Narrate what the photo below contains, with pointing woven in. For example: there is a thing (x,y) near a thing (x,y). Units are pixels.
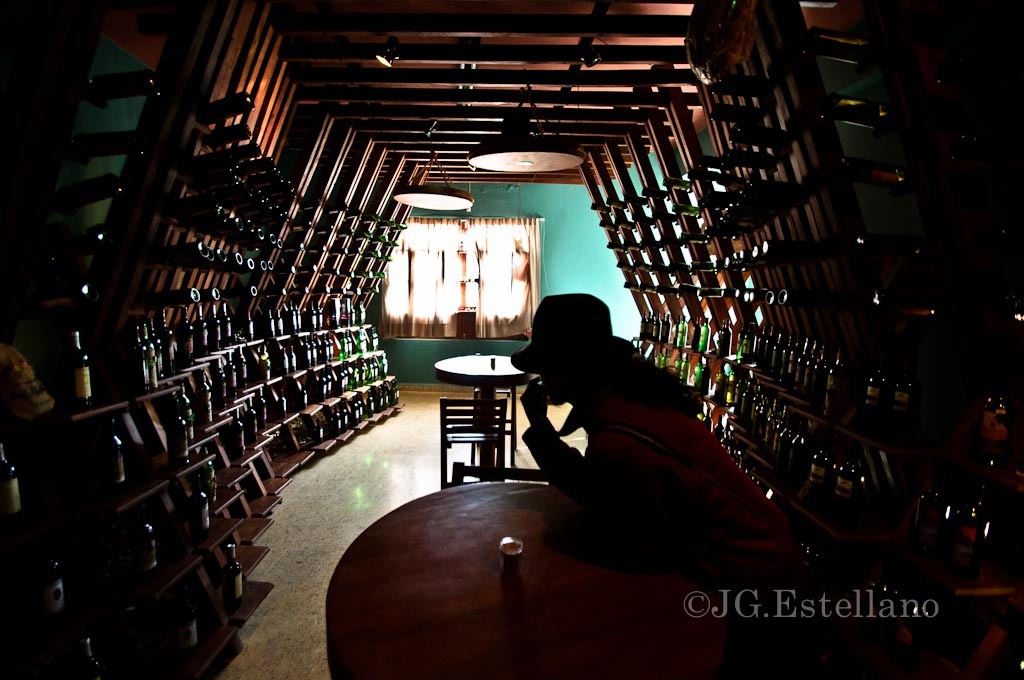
In the center of the image (679,436) we can see a person (657,425) is sitting and wearing a hat (579,351). In front of a person (590,506), there is a table (538,602). On the table (532,631), we can see one object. At the bottom right side of the image (857,607), there is a watermark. On the left (86,353) and right side of the image (841,192), we can see shelves (777,320) and wine bottles (155,349). At the top of the image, we can see some wooden objects (366,268). In the background (583,257) there is a wall (586,247), curtain (529,267), table (470,359) and chairs (502,408).
